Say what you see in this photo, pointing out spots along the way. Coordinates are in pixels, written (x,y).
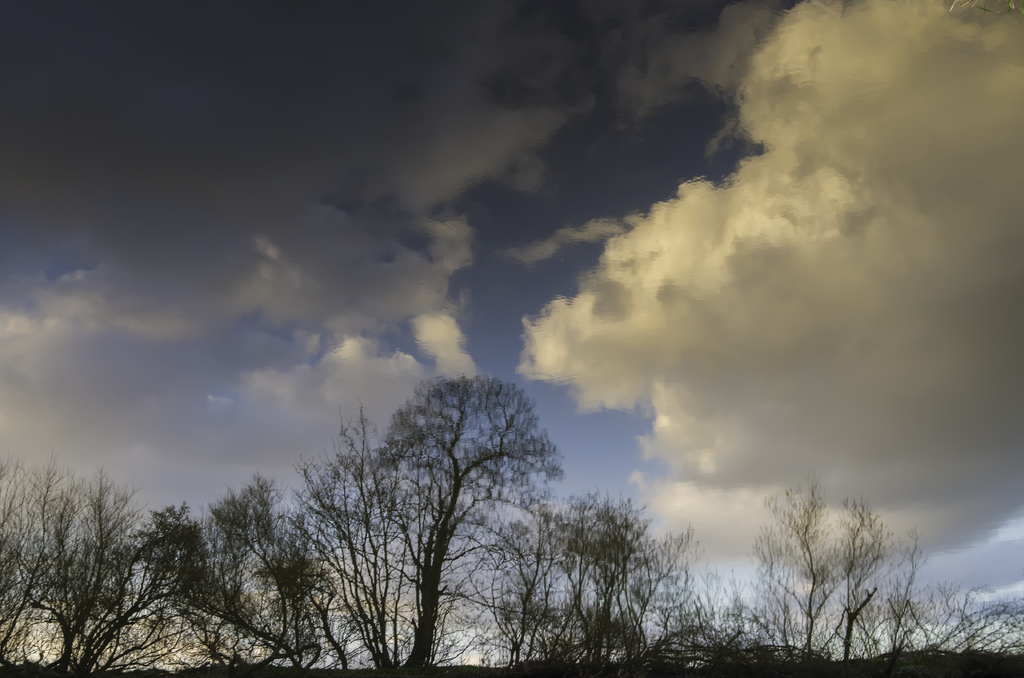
There are trees (900,645) on the ground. In the background (770,480), there are clouds (436,174) in the sky (477,230).
